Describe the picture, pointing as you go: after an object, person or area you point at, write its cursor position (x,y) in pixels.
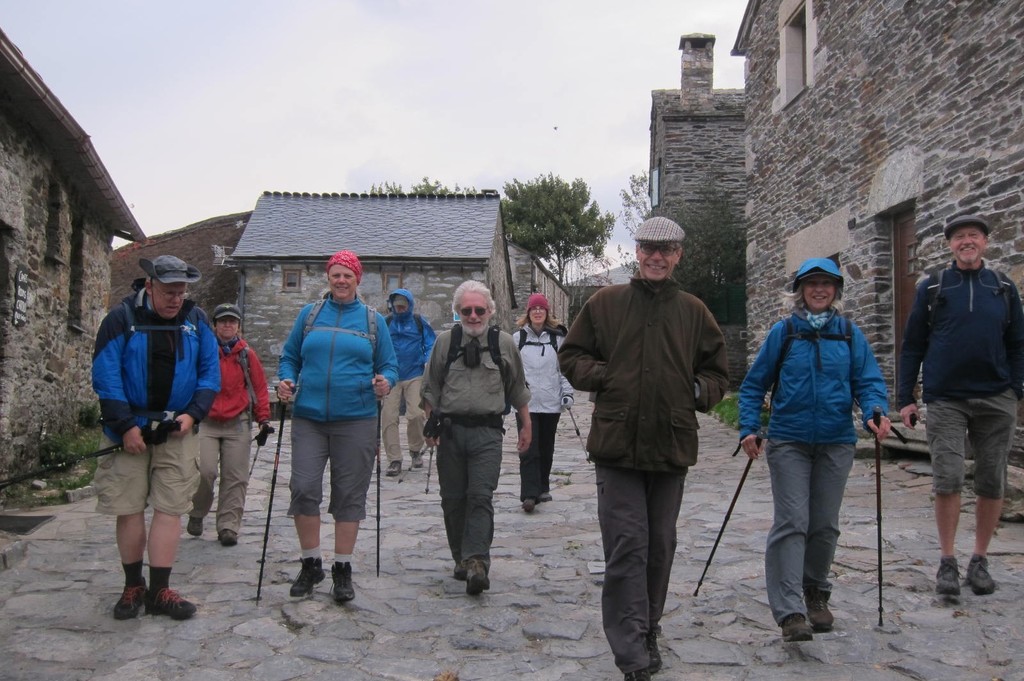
In the center of the image (584,313) we can see a group of people (603,377) are walking and wearing jackets (682,397) and some of them are holding sticks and carrying bags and wearing hats (675,236). In the background of the image (701,241) we can see the buildings (505,247), roof (341,237), windows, door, trees (726,203). At the bottom of the image (532,625) we can see the road (301,627). At the top of the image (379,101) we can see the sky (225,129).
